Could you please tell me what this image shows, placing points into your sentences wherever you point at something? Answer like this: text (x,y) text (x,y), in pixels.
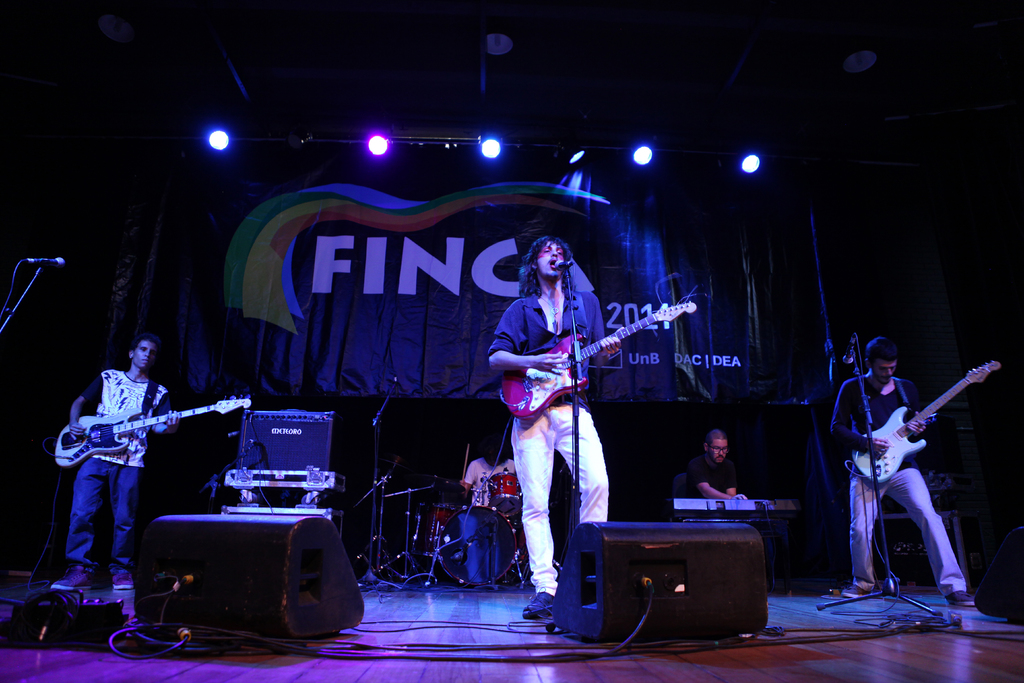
In the image there are group of people (858,440) playing their musical instruments (777,502). In middle (565,305) there is a man (559,334) holding a guitar (566,364) and playing it and opened his mouth (553,266) for singing in front of a microphone (566,269). On left side (123,481) and right side (862,510) there are two people (112,471) playing guitar (163,417). On right side (708,492) there is a another man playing a keyboard (763,500), in middle (498,454) there is a person (481,468) playing his musical instrument (507,488) and background (375,346) there is a curtain (443,343). On top there are few lights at bottom (715,552) we can see speakers (664,550) and wires (606,648).
